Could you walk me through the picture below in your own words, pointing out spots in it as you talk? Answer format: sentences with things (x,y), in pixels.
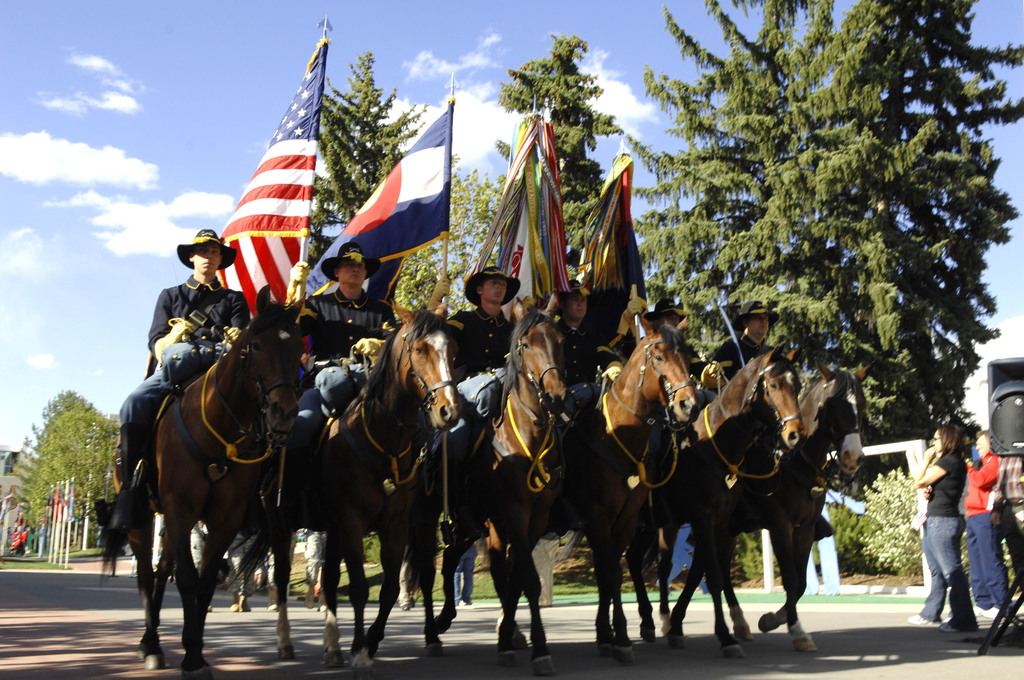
In the foreground of the picture (739,330) we can see people (502,333), flags (540,185), horses (399,424) and road (478,610). In the middle of the picture (605,228) we can see trees (108,448), flags (55,531) and various objects (1018,402). At the top (382,65) there is sky (63,360).
